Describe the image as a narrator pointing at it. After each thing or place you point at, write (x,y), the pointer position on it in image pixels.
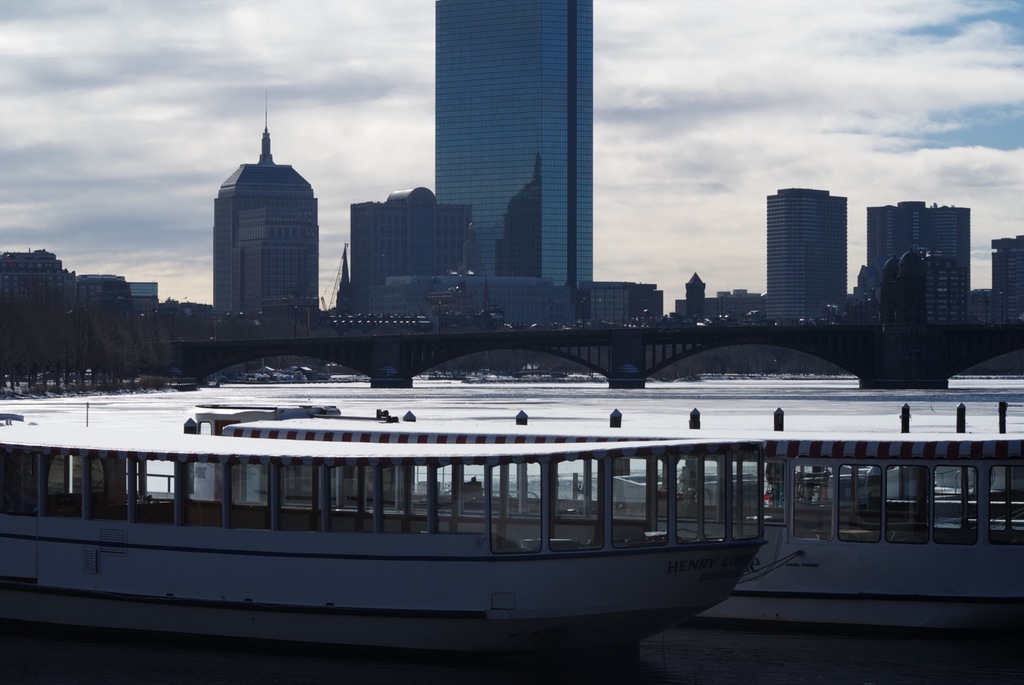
In this picture I can see buildings (389,206) and few boats (705,508) in the water (515,386) and I can see a bridge (634,367) and a cloudy Sky (619,138).
